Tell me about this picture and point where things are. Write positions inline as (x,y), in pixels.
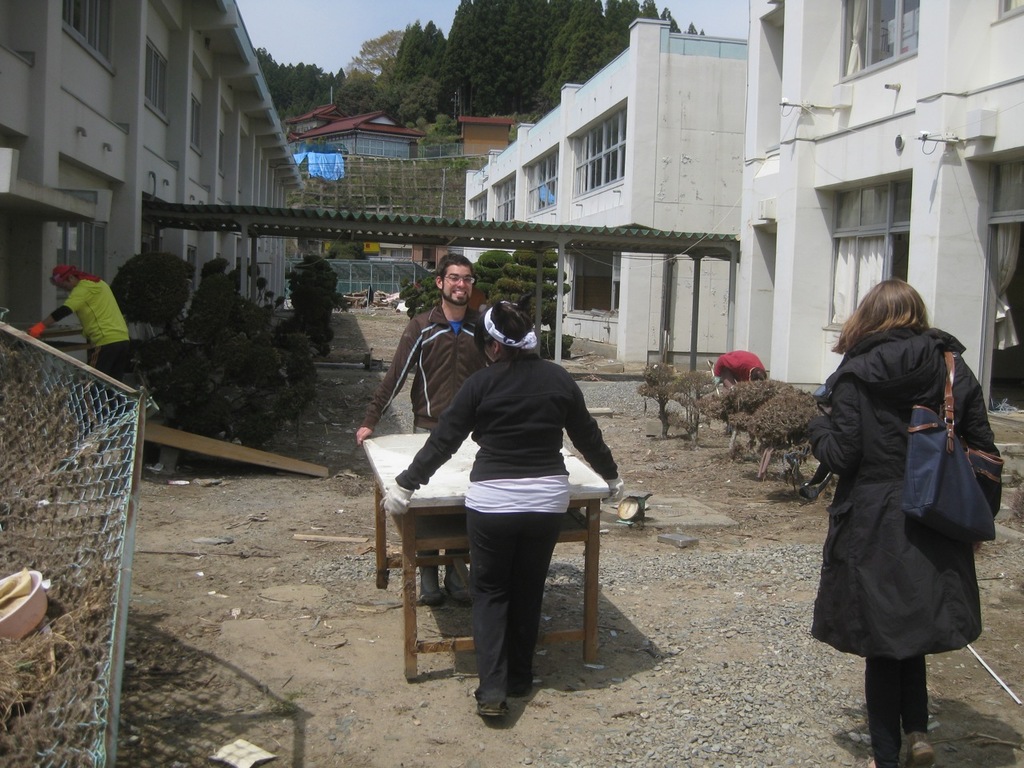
In this image we can see a man (437,379) and a woman (525,445) standing on the ground (547,624) holding a table (407,576). We can also see some stones (680,737), a container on a metal fence (105,502), boards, plants (294,346), a roof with some poles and some people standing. We can also see some buildings (759,346), windows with curtains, some houses (338,143) with roof (351,134), a metal fence (391,275), a group of trees (453,111) and the sky (393,1) which looks cloudy.
